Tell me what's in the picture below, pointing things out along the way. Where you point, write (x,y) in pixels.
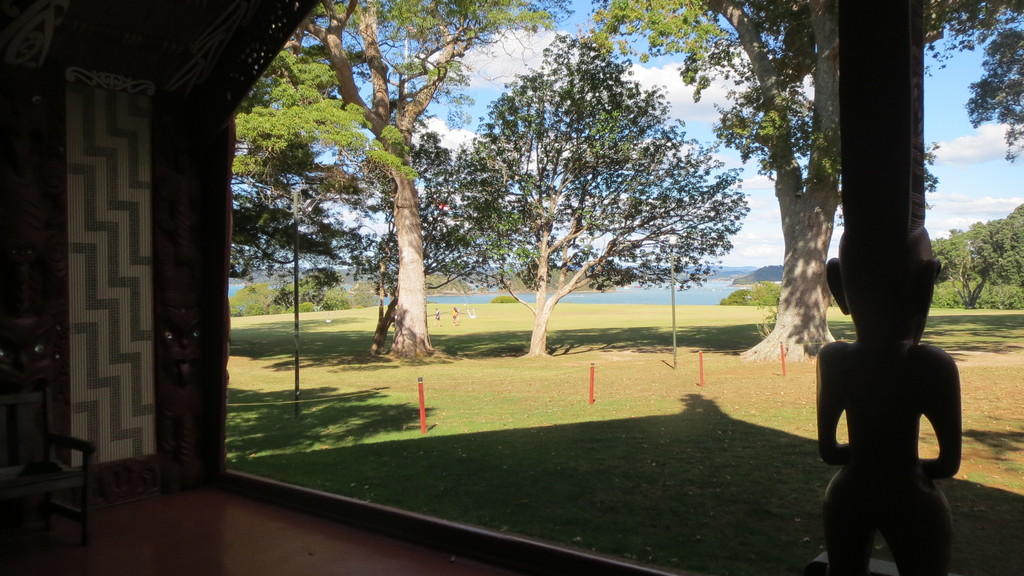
This picture is clicked outside. On the left corner (3,432) there is a chair (63,476) placed on the ground (173,552). On the right corner (913,396) there is a sculpture of a person (896,397). In the center (407,366) we can see the green grass (649,442) and the poles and we can see the trees (818,145). In the background (948,171) we can see the plants (765,288), trees (975,241), sky (743,257) and a water body (649,303).
